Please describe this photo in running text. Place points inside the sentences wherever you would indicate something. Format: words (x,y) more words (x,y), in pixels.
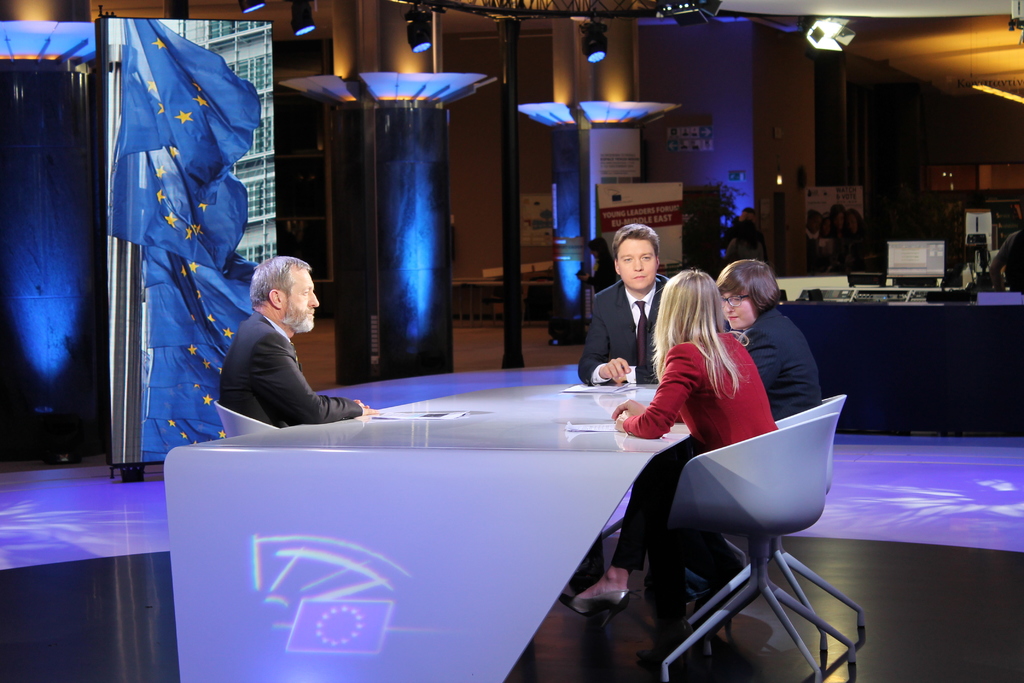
In this picture there are people (761,324) sitting in a white angular table (494,422) and we observe many posters (177,272), lights (410,31) fitted in the background (816,199).
